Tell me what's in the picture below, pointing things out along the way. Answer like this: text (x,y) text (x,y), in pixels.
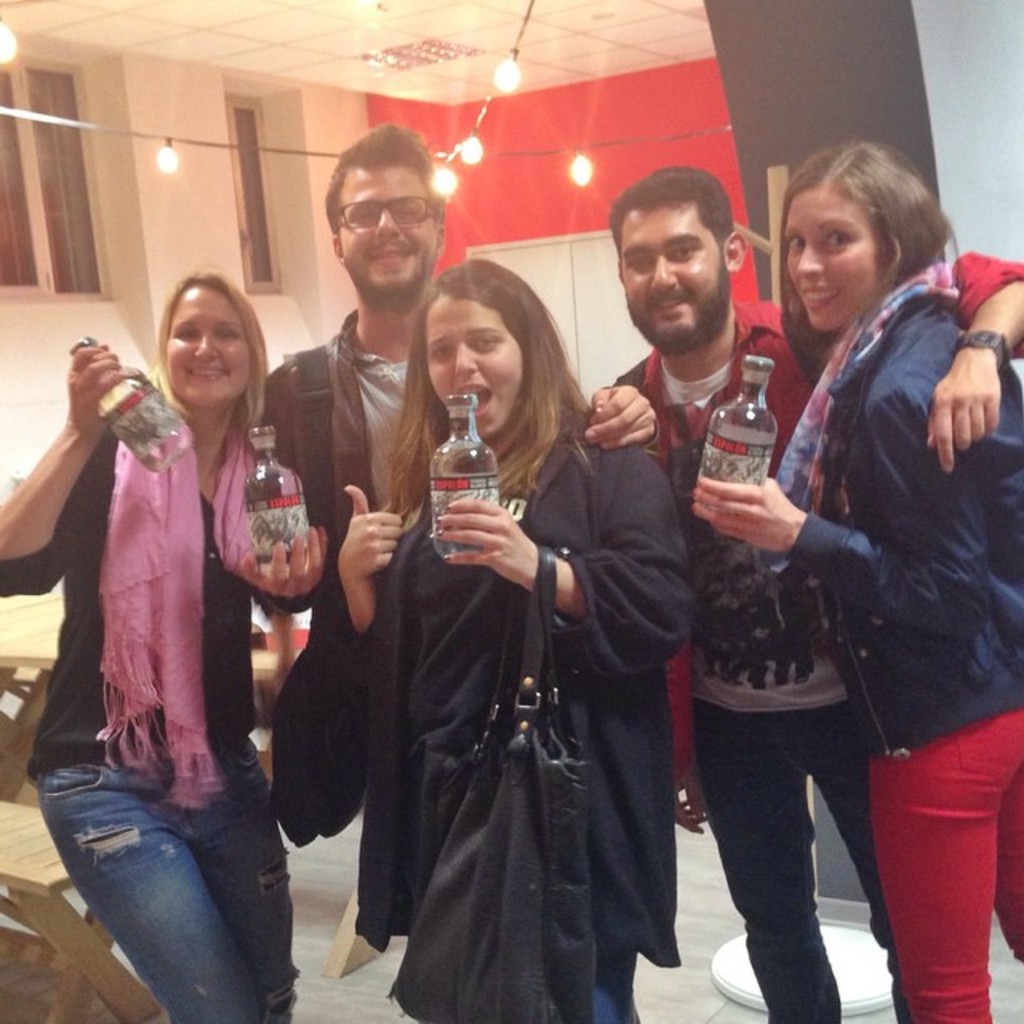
This image consists of 5 people (467,539). Three women (497,541) and 2 men (394,372). Three women (502,303) are holding some bottles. There are lights (442,178) at the top (579,159). There are windows (78,198) on the left side (34,146). There is a bench (46,909) on the left side (65,957).
